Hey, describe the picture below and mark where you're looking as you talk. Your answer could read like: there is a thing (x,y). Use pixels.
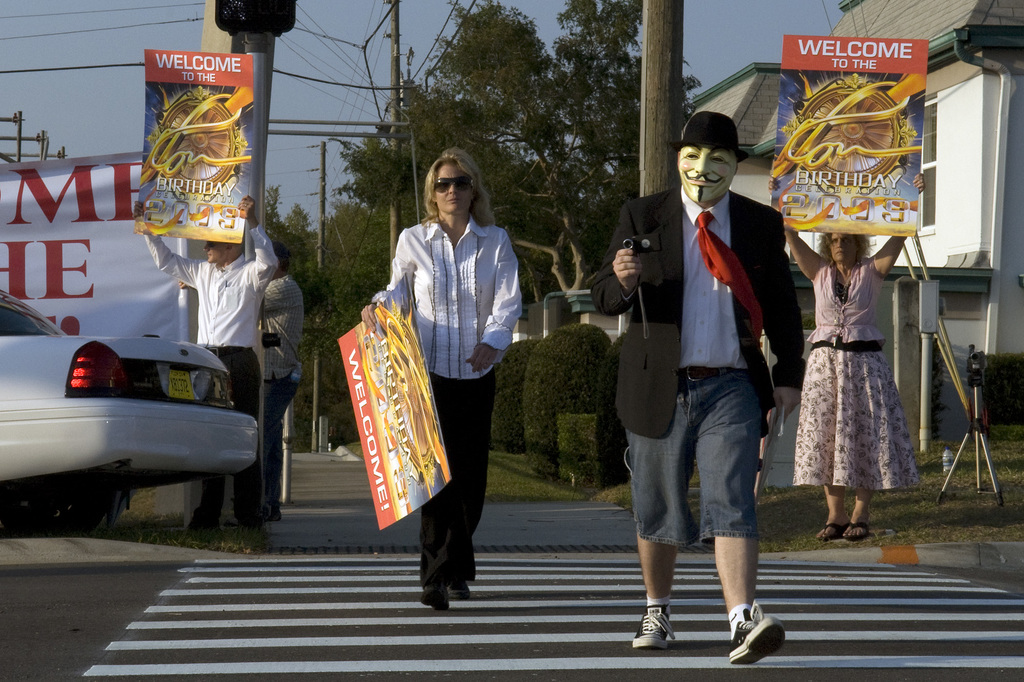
In the foreground of this image (412,281), there is a man (691,398) and a woman (433,354) holding a poster (409,380) are walking on the zebra crossing (508,615). In the background (232,321), there is a man (213,298) and a woman (842,316) holding poster (235,179) and standing. We can also see a banner (59,274), trees (323,373) and a man (292,336) standing on the road (304,464). There are trees (492,99), poles (392,68), cables (298,75) and a building (944,93) in the background (978,148).
